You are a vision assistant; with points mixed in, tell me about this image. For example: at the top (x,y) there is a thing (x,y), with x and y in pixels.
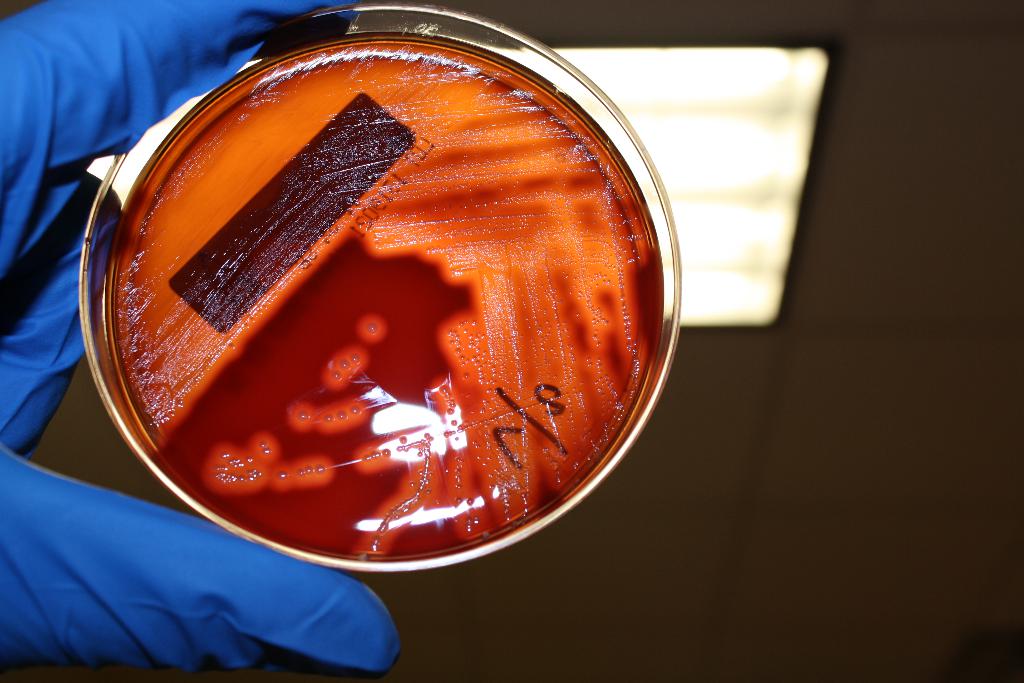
In this image there is a person's hand (66,338) towards the left of the image (101,525), there is a glove (146,509) on the person's hand (39,436), there is a bowl (107,380), there is liquid (316,441) in the bowl (354,401), there is gel (340,431) in the bowl (415,327), there is text (498,438), there is a light (734,187), the background of the image (793,485) is dark.
